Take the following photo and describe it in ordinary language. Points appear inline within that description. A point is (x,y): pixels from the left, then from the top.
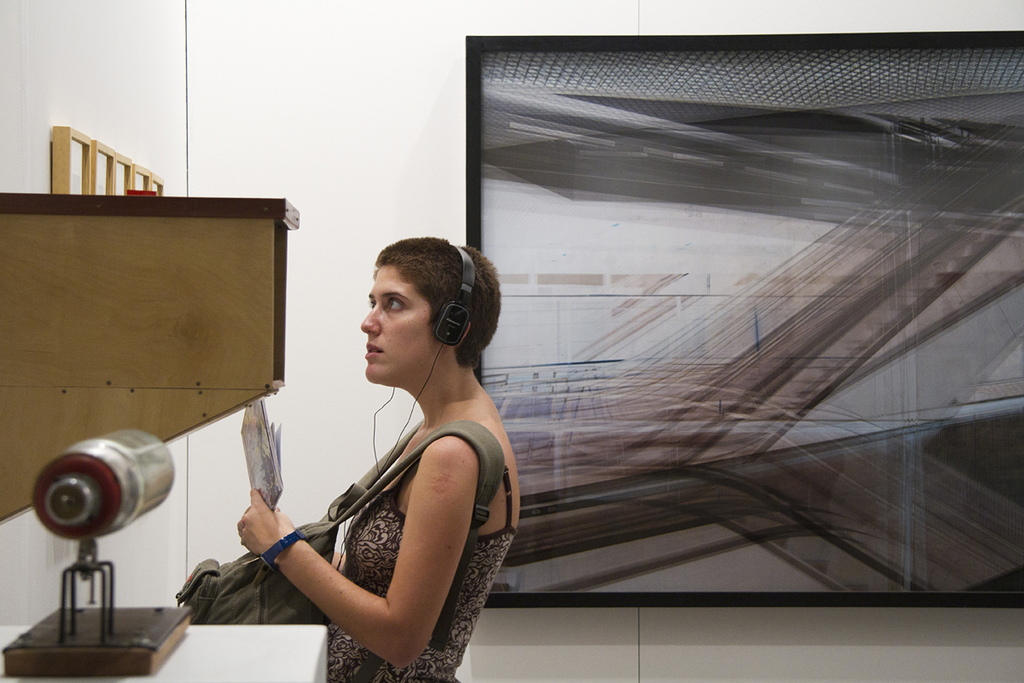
In the center of the image (391,301) there is a lady (388,662) wearing a bag (196,601) and wearing a headphone (455,334). In the background of the image (552,22) there is a wall (474,22). There is some object (61,664) to the left side of the image (164,609).
